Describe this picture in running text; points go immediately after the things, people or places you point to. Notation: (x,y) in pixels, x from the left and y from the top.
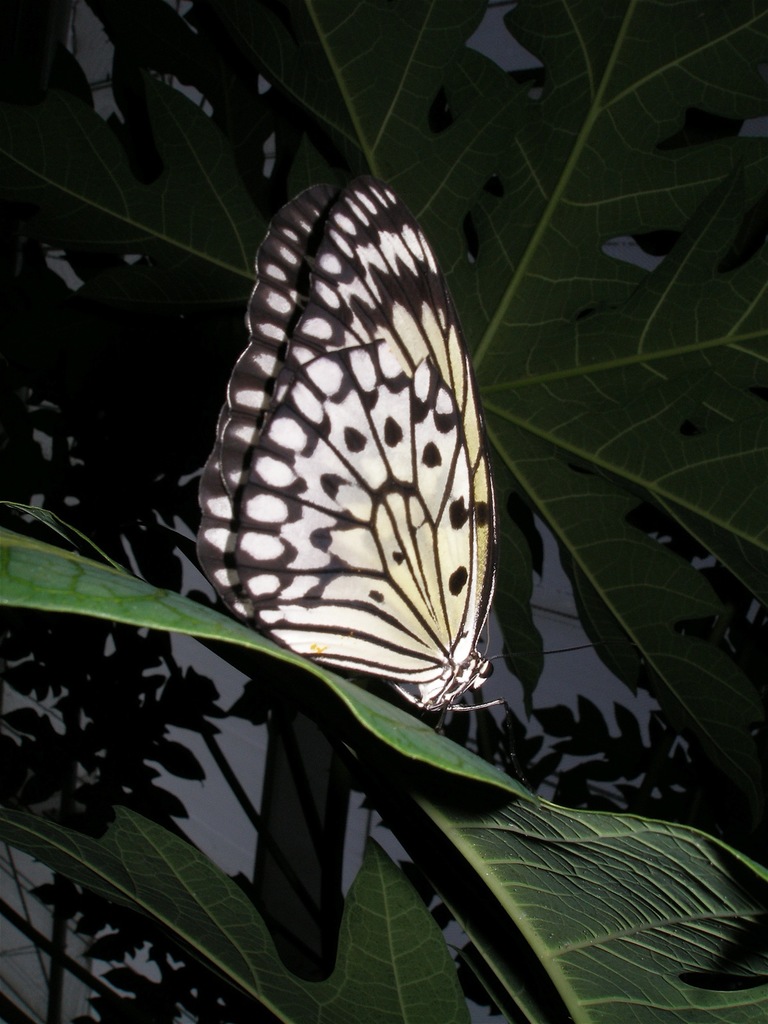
In this image we can see a butterfly (250,531) on the leaf (174,615), there are some plants (132,680) and in the background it looks like the wall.
